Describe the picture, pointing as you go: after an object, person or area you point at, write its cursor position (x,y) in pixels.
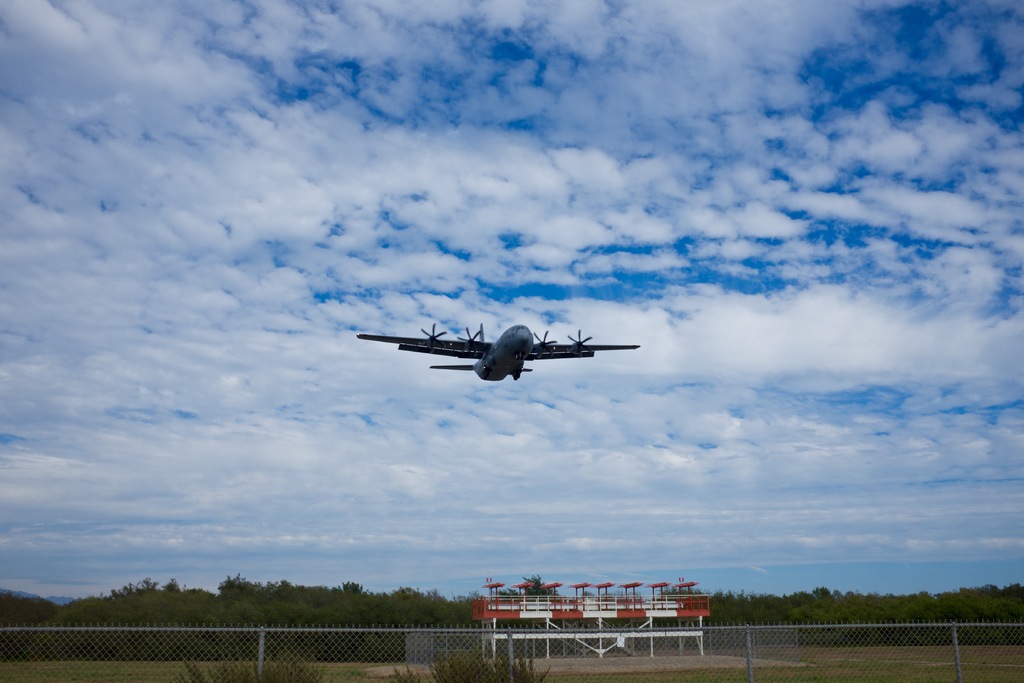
In the foreground of this image (440,335), there is an airplane (472,346) in the air (471,323). At the bottom (895,652), there is fencing (664,664), greenery (437,671) and the land (382,669). We can also see a shed (692,600) like an object (507,614) and trees (292,605) behind it. At the top (503,65), there is the sky (587,50) and the cloud (659,57).
